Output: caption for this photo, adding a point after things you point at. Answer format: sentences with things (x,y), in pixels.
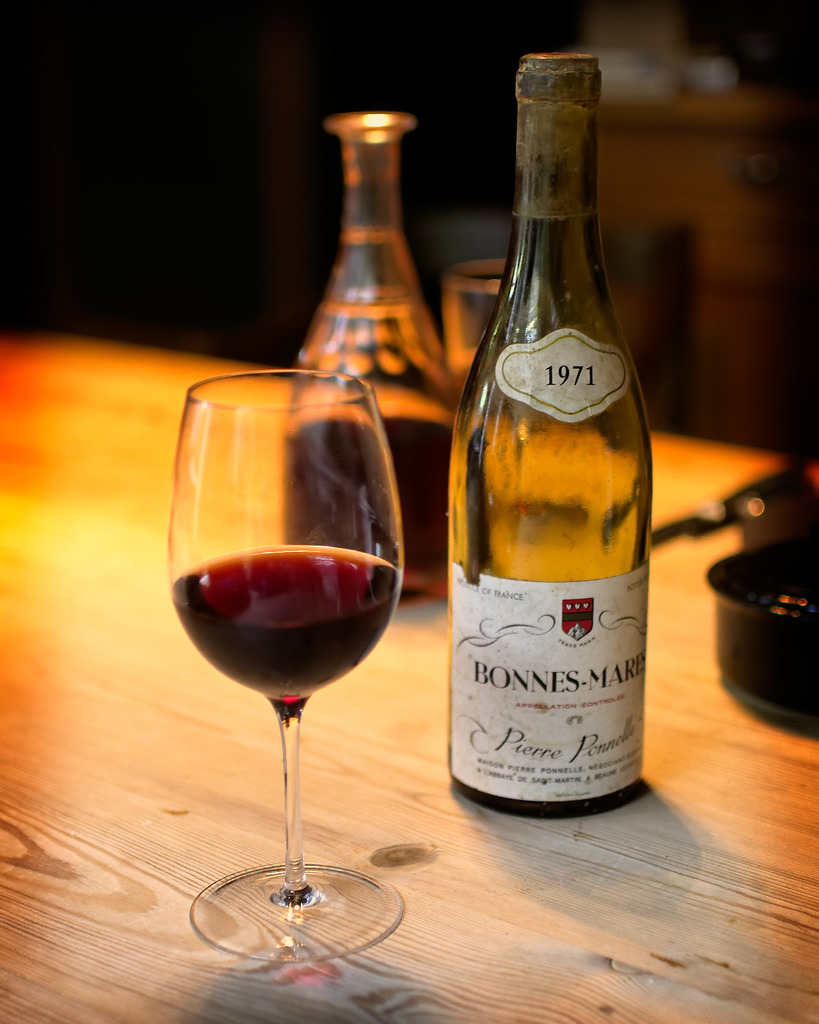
In this image, we can see wooden table (561,904). On top of it, we can see wine glass (297,655), wine bottle (409,549). Here right side (551,537), there is a bottle (542,622). On top of it, we can see sticker (560,687). Here we can see pan (769,662).
